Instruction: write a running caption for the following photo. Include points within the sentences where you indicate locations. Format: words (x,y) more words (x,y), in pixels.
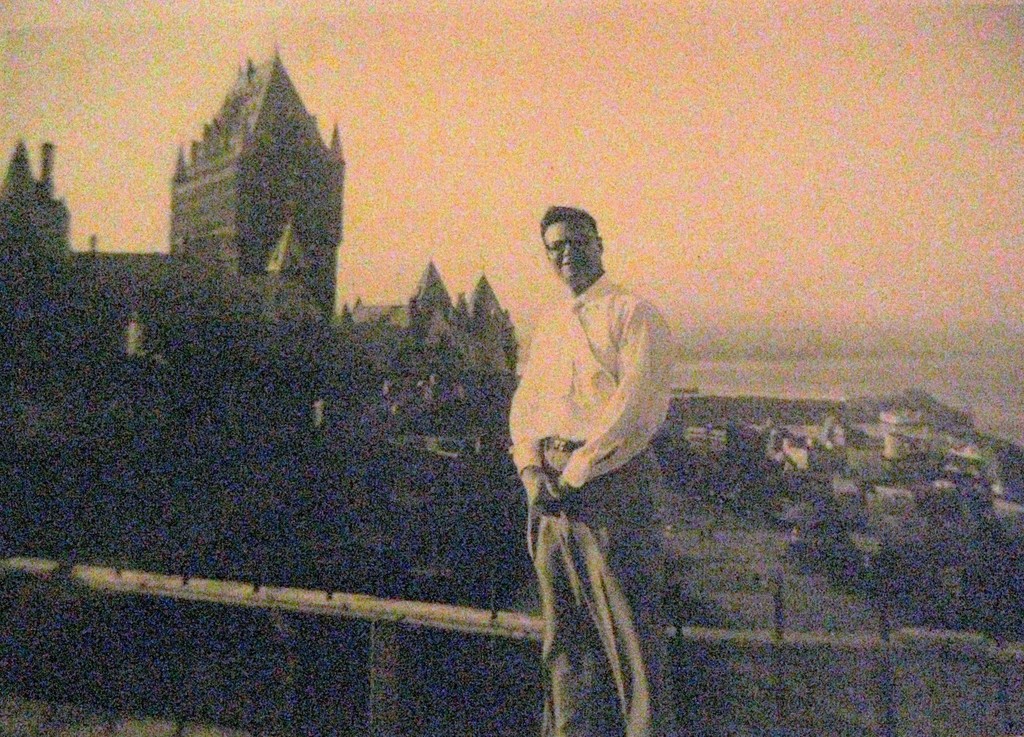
In this image we can see a person (535,456), behind to him there are houses (66,315), also we can see the sky (684,158), a fencing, and the picture is taken in black and white mode.
